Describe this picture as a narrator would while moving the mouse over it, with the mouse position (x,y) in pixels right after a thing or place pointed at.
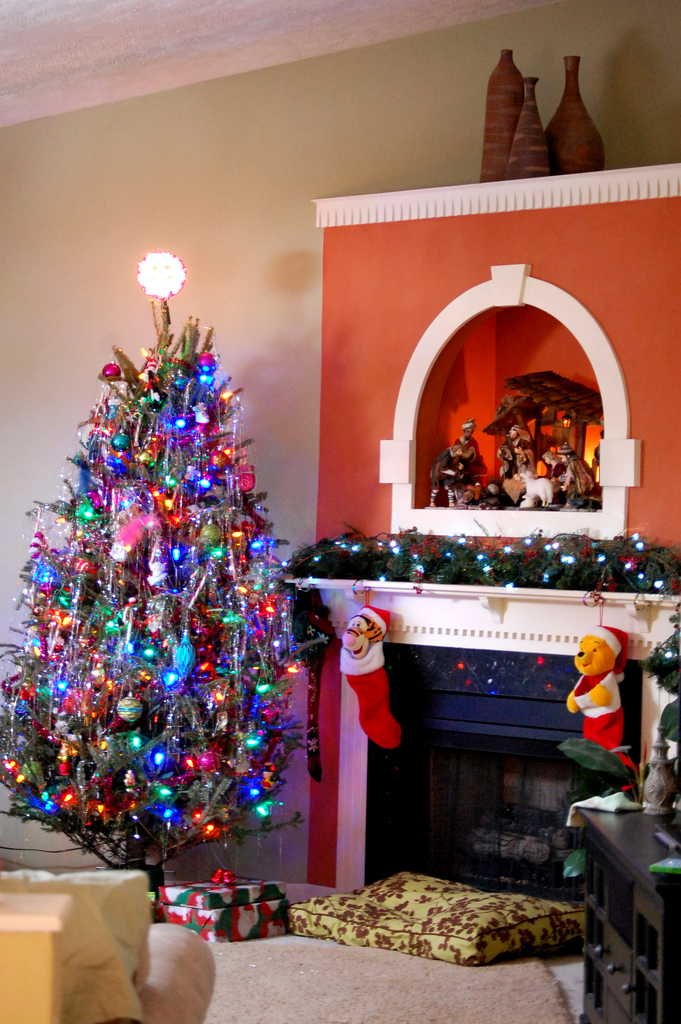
In this image on the right side (608,920), I can see a table (620,910). On the left side (154,679) I can see a tree (119,635) decorated with the lights (176,559). In the background (420,172), I can see some objects (502,402) and the wall (182,128).
